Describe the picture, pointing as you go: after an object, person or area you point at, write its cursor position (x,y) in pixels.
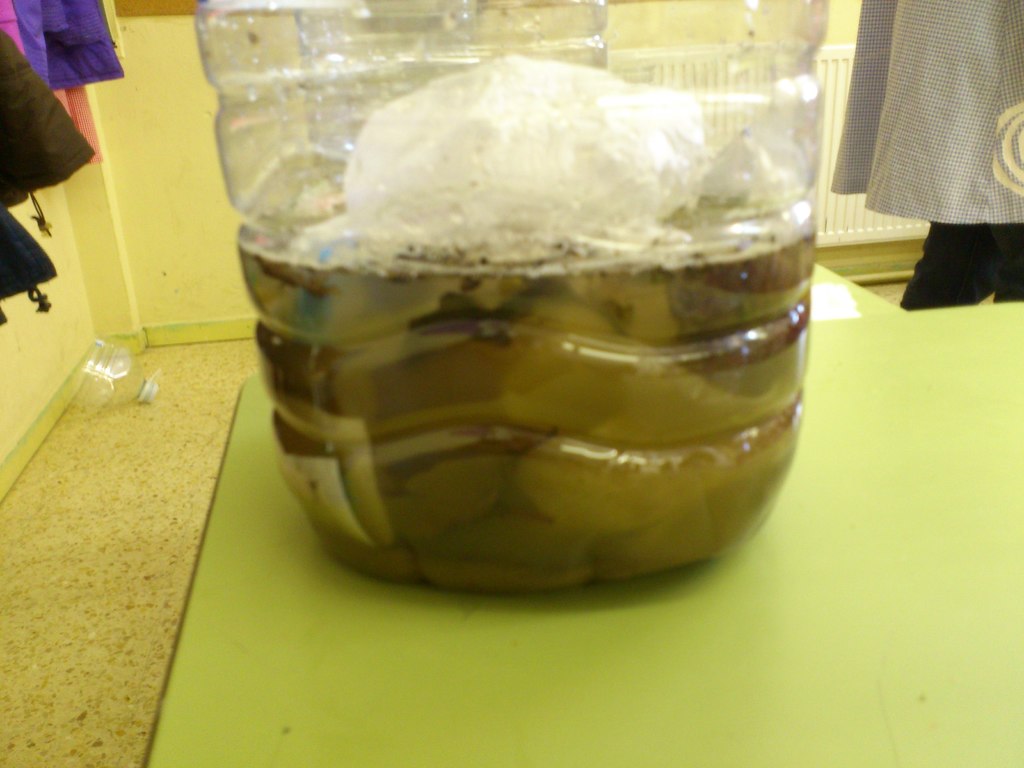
In the center of the image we can see one table (886,460). On the table (895,366), we can see one bottle (779,380) and one paper (827,308). In the bottle (709,295), we can see some liquid (556,381). In the background (89,139) there is a wall (134,313), one plastic object (128,391), clothes (961,166) and a few other objects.
